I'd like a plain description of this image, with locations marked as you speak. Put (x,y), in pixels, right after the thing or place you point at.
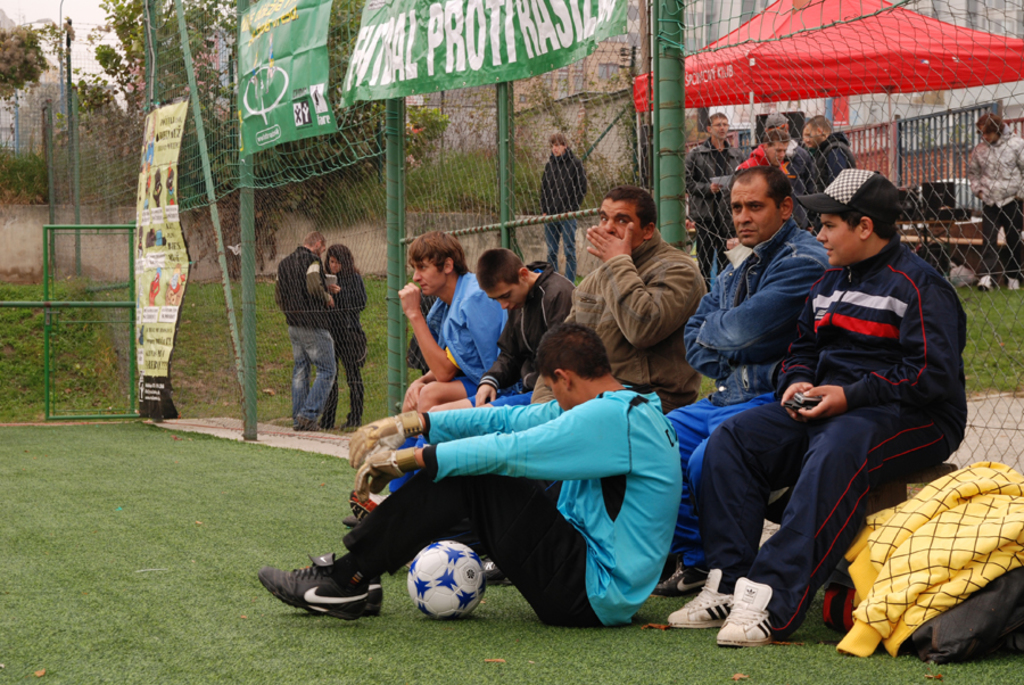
In this image we can see a group of people (581,453) sitting on the ground (512,600). We can also see a ball (473,561), jacket (900,603) and a bag (831,623) on the ground (664,603). In the background (339,139) we can see a group of people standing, a metal fence (513,204), a group of banners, trees (87,106) and the sky (104,34).
